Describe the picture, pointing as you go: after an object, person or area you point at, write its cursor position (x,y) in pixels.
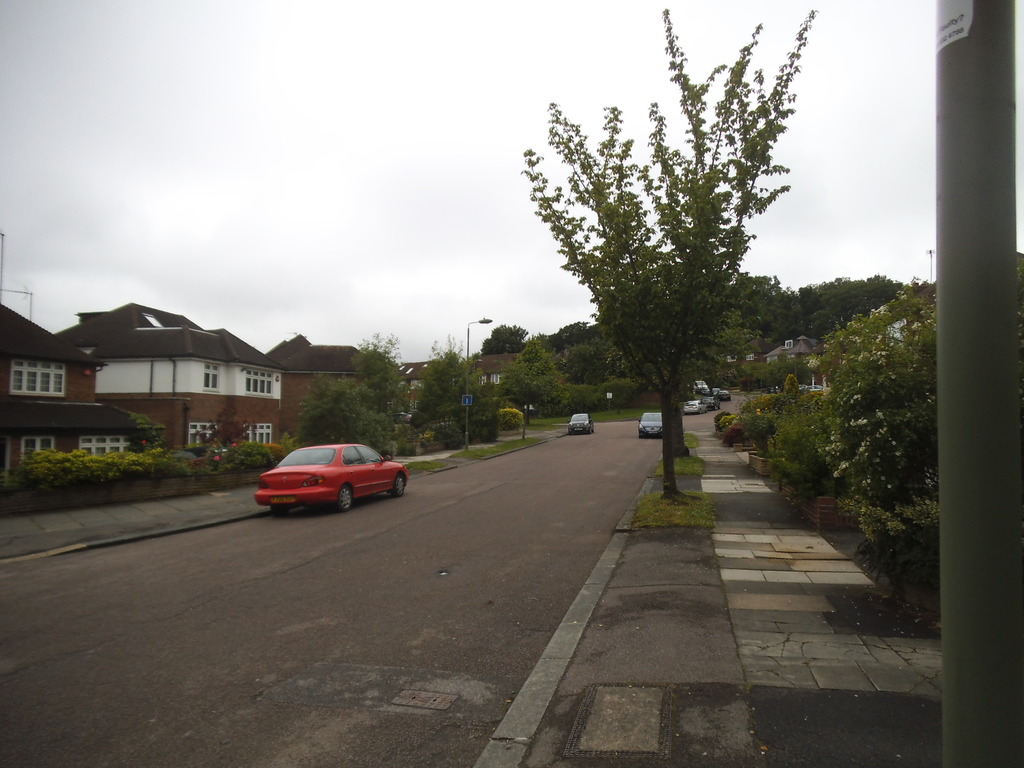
In the center of the image (658,415) there are cars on the road (339,591). On both right and left side of the image (93,465) there are plants (419,410) and flowers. There are street lights (466,385). In the background of the image (211,363) there are buildings (502,368), trees (689,325) and sky (416,119).
